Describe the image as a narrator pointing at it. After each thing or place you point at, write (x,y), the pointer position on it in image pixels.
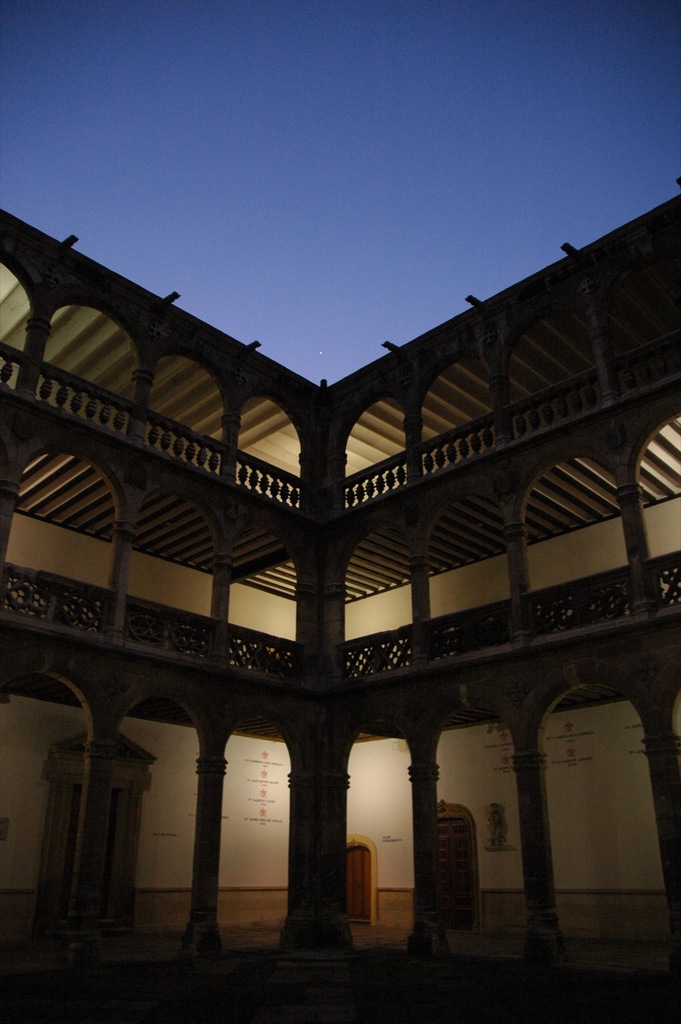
In this picture I can see a building (259,601) and text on the walls (554,764). I can see doors (466,876) and a blue sky (393,221).
